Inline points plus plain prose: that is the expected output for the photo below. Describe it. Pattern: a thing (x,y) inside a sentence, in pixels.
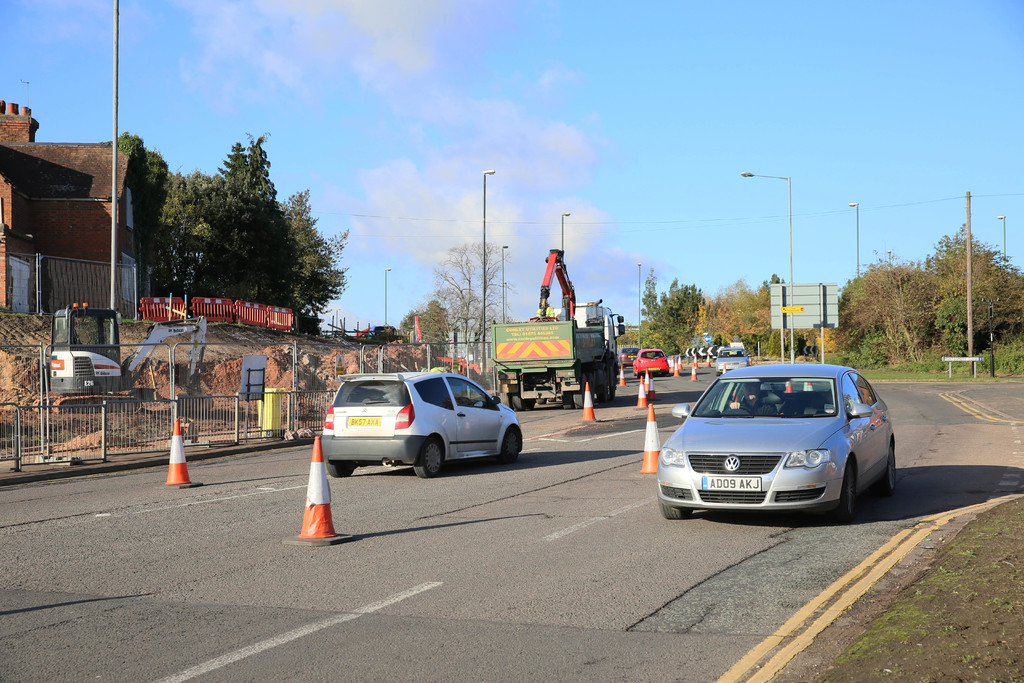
In this picture I can see there is a road (437,483) and there are few vehicles (460,451) moving on the road (596,552) and there are trees (154,185) and buildings (98,233) here and the sky (578,125) is clear.
